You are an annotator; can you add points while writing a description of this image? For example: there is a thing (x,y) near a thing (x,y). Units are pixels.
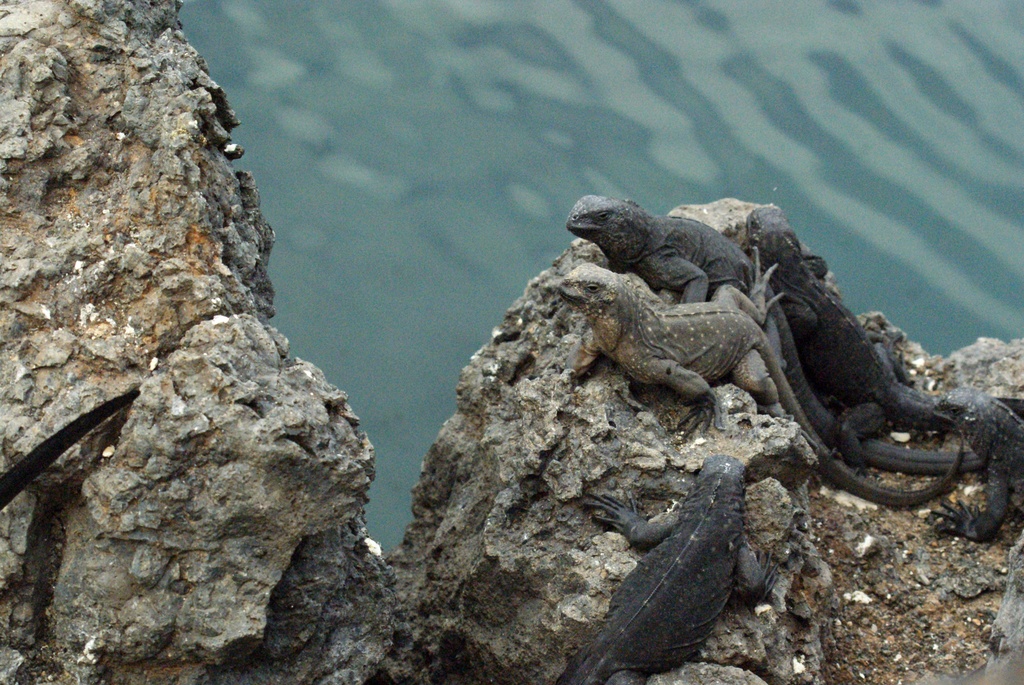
In this image I can see few reptiles (690,515) which are brown and black in color on the rock (636,430). In the background (402,185) I can see the water (409,171).
